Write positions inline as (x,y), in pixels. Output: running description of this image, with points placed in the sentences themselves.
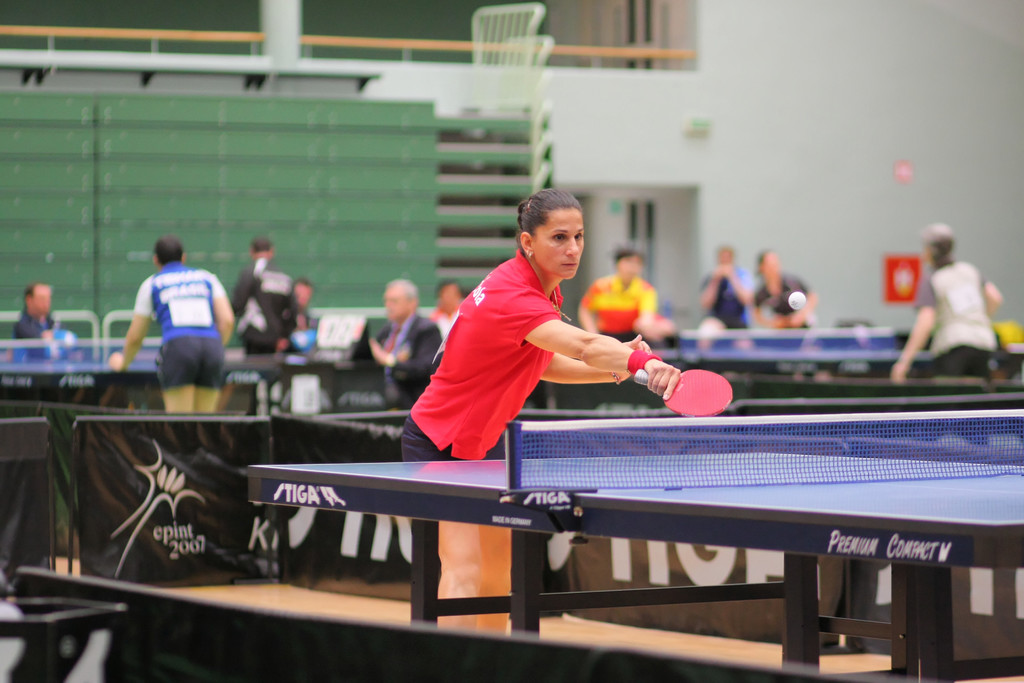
This picture is clicked inside. In the foreground (937,530) we can see the table (950,481) of a table tennis game. On the left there is a person (508,302) wearing a red color t-shirt (492,353), holding a table tennis bat (693,390) and standing on the ground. In the background (970,357) we can see the group of people (951,324) seems to be standing on the ground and we can see the chairs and there are some people (393,308) sitting on the chairs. In the background (494,84) we can see the wall (821,52), doors (660,6) and group of chairs (519,107) placed one above the other and there are some objects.
